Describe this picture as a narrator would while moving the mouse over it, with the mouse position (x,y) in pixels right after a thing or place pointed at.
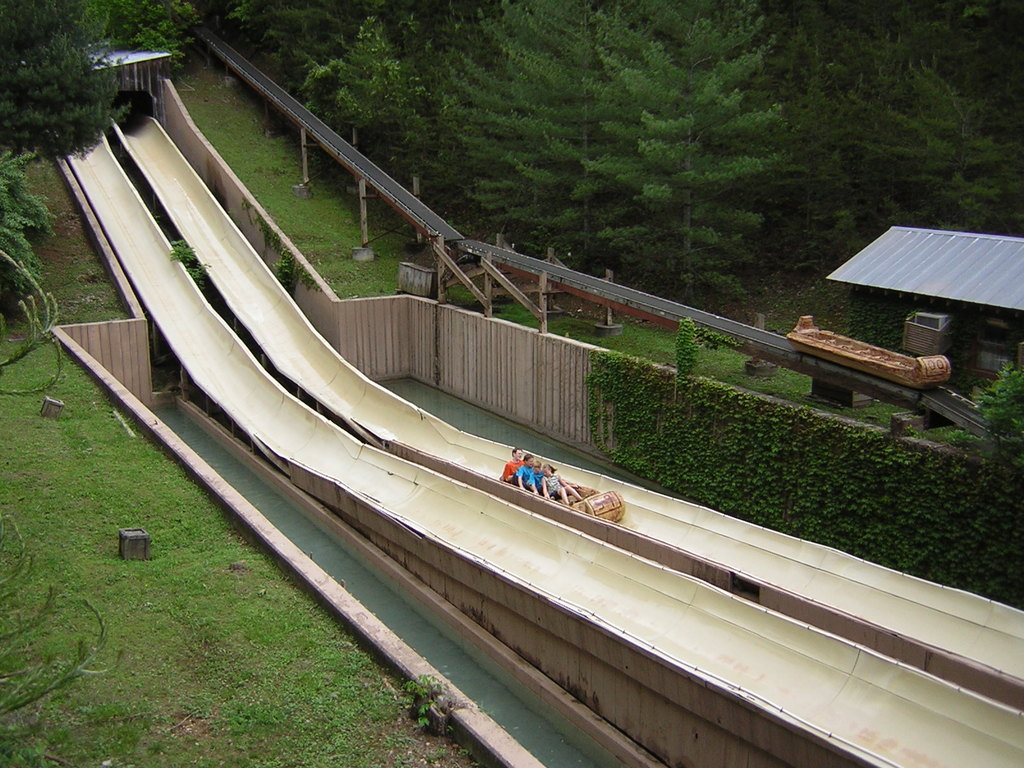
On the left side (41,475), there are trees (38,119) and grass (233,763) on the ground (226,745). On the right side (872,601), there are four persons (565,498) sitting on an object (591,496) which is on a path (868,613). Beside this path (820,585), there is another path (408,471). On both sides of these paths (402,432), there is water (520,431). In the background (993,391), there is another object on another path (738,328) which is on a bridge (896,390), beside this path (649,298), there is a roof (897,277) and there are trees (729,36) and grass (297,165) on the ground (294,179).
